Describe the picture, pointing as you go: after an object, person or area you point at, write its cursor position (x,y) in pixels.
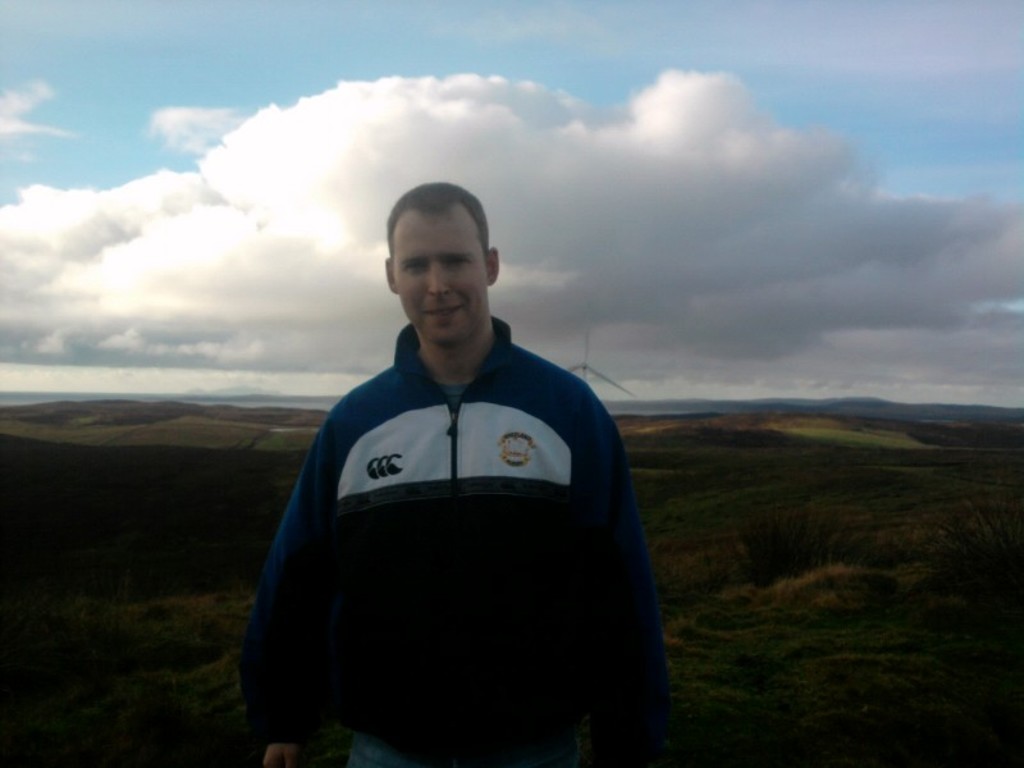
In this image, we can see a person (403,494) is watching and smiling. Background (87,541) we can see plants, grass (116,569), hills (164,432), windmill (598,372) and cloudy sky (590,237).
